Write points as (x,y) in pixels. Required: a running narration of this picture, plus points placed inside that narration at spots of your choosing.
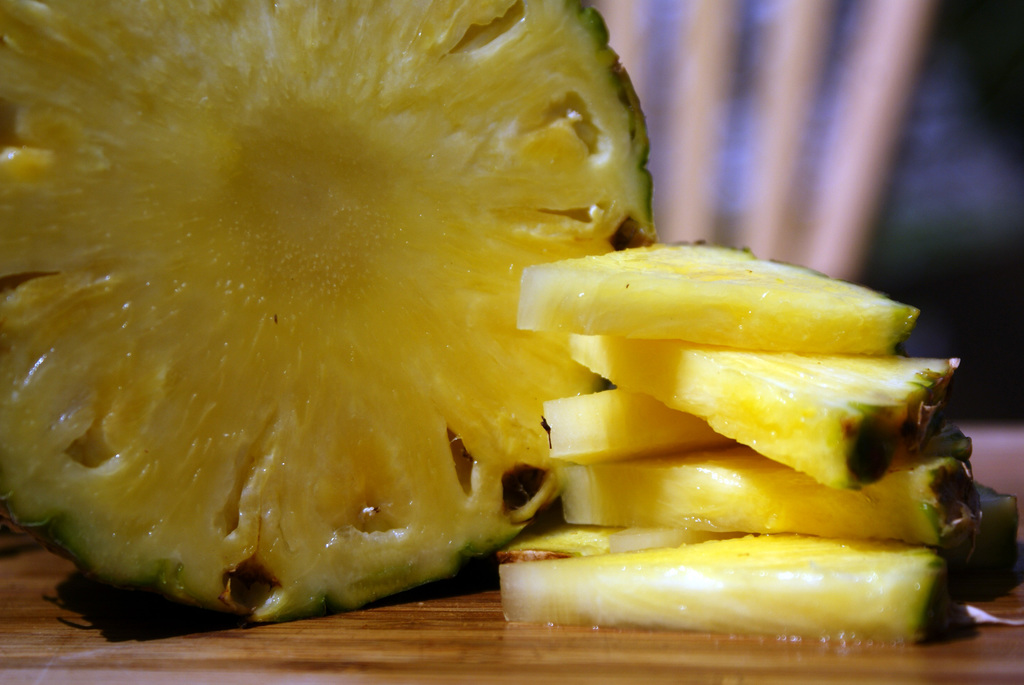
At the bottom of the image (392,666) there is a table (419,623) and we can see a pineapple (285,380) and a pieces of pineapple (618,347) placed on the table (512,660).
